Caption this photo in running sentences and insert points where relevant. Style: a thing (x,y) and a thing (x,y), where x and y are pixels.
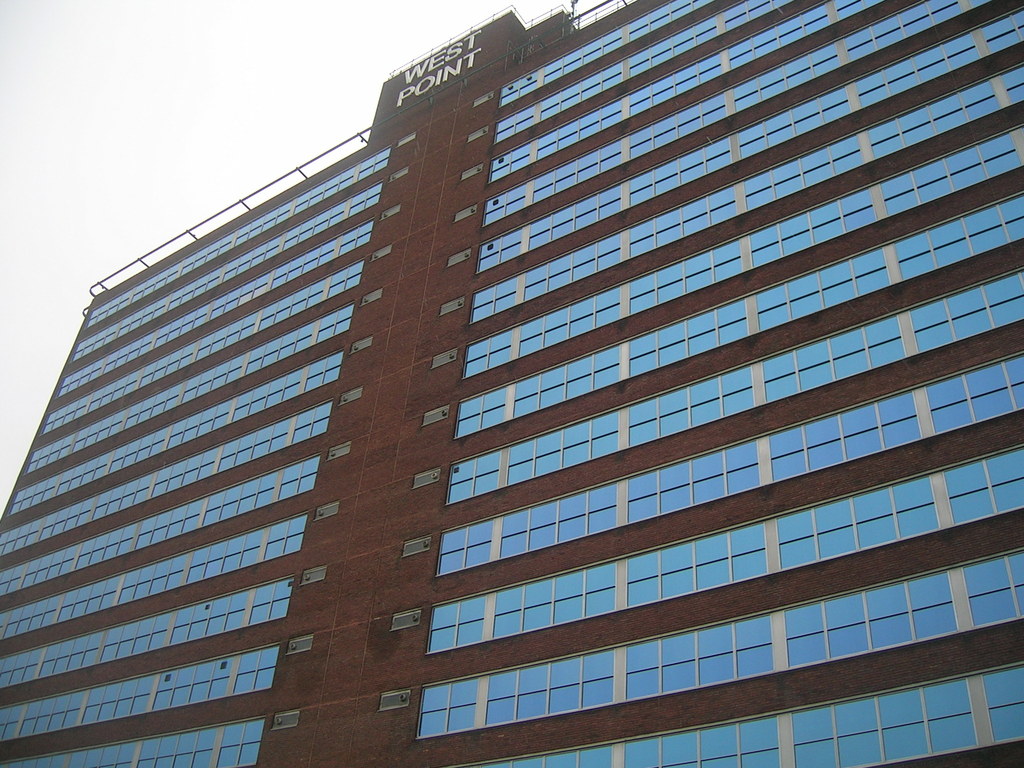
In this image we can see a building (602,578) with windows (816,127). At the top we can see some text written on it.
